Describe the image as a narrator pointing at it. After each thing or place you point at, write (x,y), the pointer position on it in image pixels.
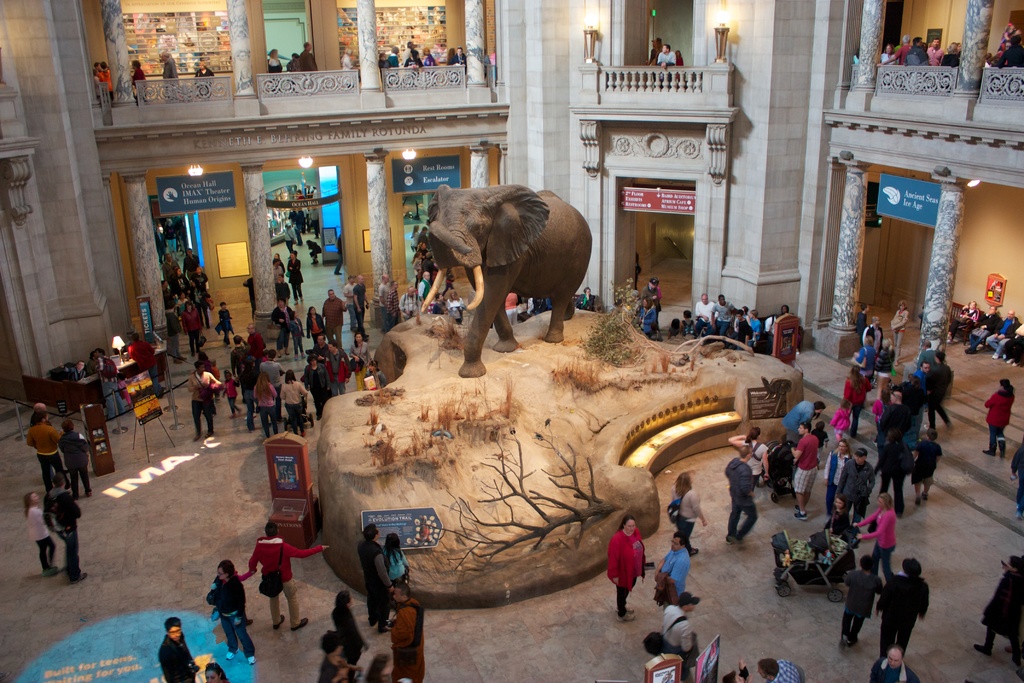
In this image I can see there is an inside of the building (315,81). And there are groups of people (334,344) standing and there are some objects (139,404). And there is a stone (489,334). On the stone (427,382) there is a sculpture (548,248). And there is a board (632,204) with text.
